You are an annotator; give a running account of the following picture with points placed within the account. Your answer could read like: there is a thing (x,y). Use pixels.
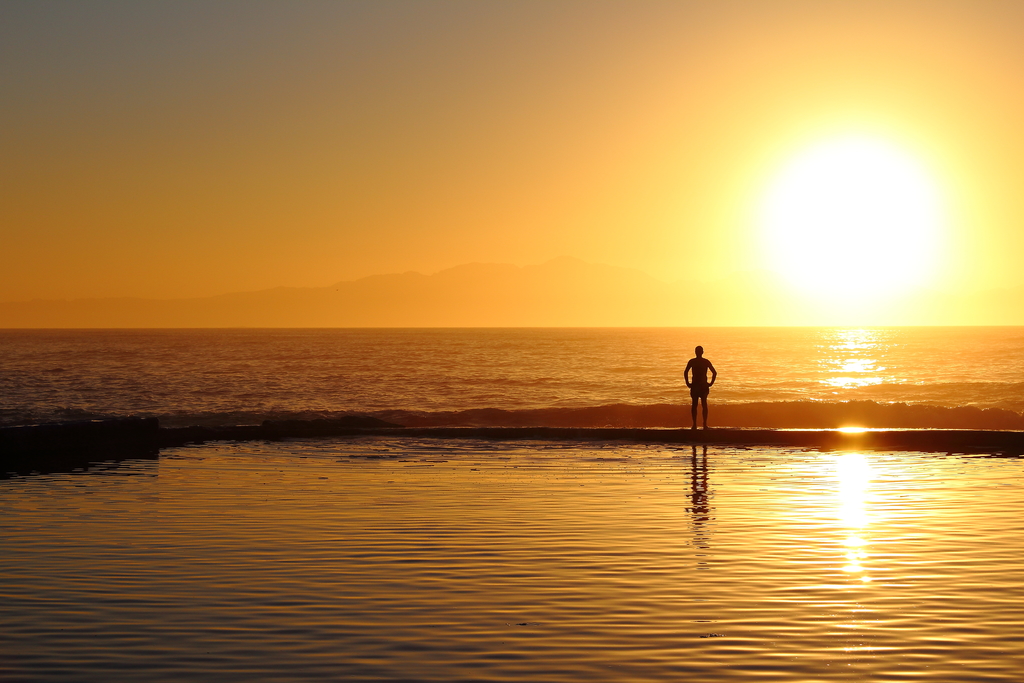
In this image we can see water (587,616), a person (705,426) standing here, sun (839,293), hills (421,309) and the sky (687,171) in the background (614,173).
